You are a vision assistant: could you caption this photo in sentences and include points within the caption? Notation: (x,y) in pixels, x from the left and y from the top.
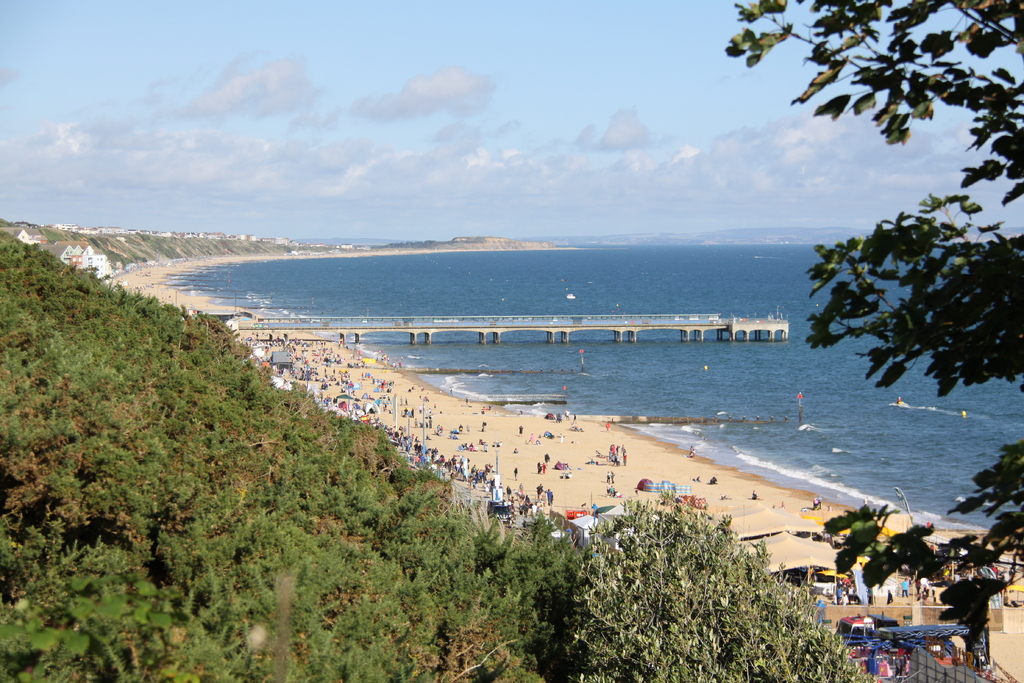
In this image I can see trees (515,601), tents (770,563), people (357,356), bridge (320,320), houses (102,272), water (683,373), cloudy sky (549,112), poles (394,393) and things (817,535).
